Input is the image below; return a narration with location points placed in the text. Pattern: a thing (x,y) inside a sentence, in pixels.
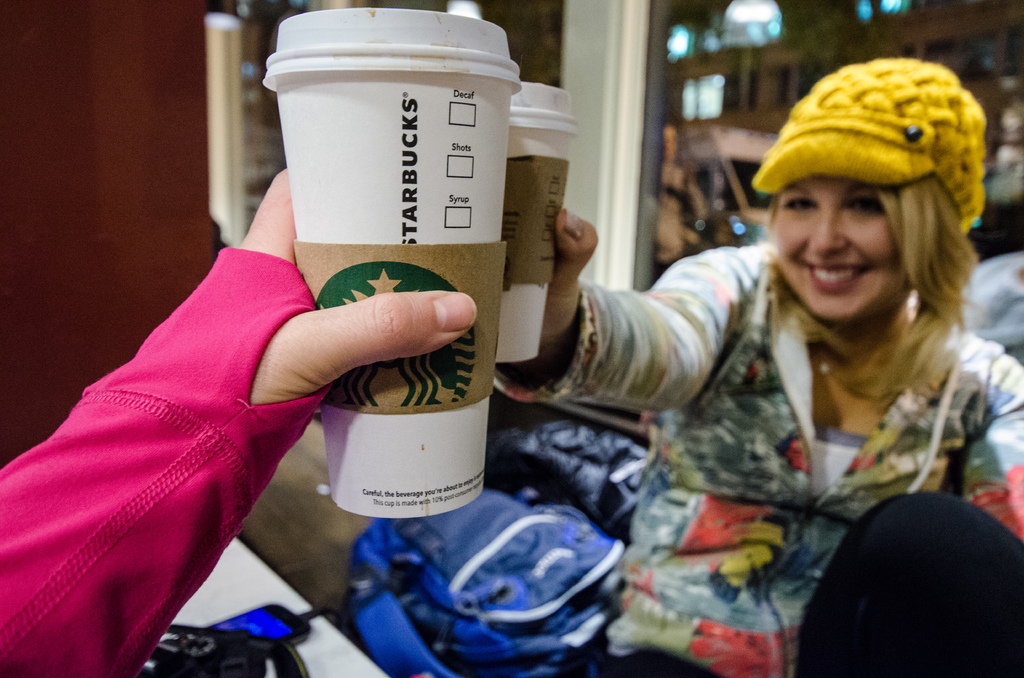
In this image we can see two persons (311,329) holding two cups (452,207). In the right (965,188) a lady (895,152) is wearing yellow cap (895,108) is smiling. In the left (151,495) the person's hand (146,449) is visible. In the background (247,597) on a table (285,591) there are bags (386,616). The background (688,110) is blurry.
